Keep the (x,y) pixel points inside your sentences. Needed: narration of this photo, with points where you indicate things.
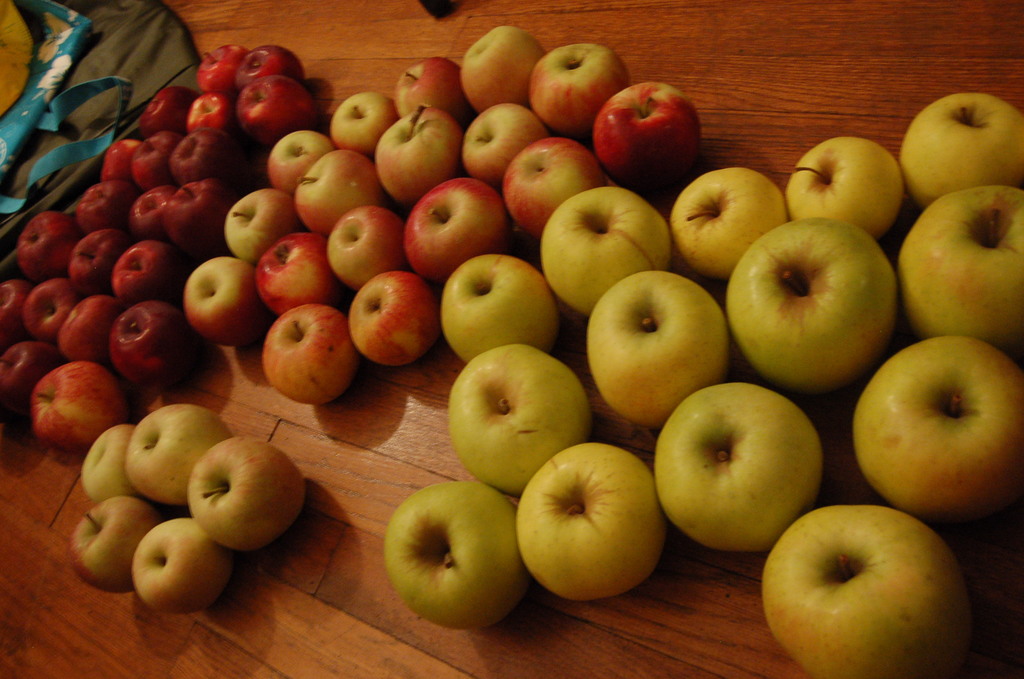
In the picture we can see some apples (168,274) which are in different colors are on the wooden surface (64,460).
